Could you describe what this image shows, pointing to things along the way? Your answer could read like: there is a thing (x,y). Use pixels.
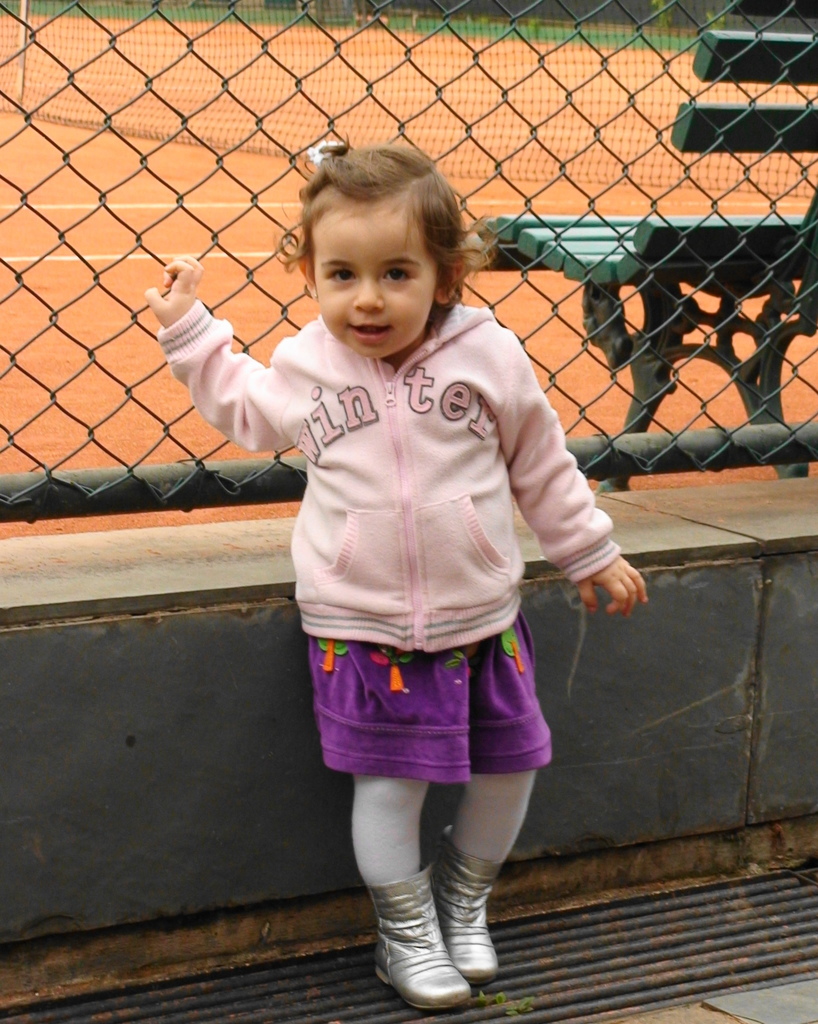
In this image we can see a girl (371,504). We can also see the fence (705,403) and behind the fence (113,36) we can see the green color bench (678,278), ground (106,147) and also the net (93,70).
